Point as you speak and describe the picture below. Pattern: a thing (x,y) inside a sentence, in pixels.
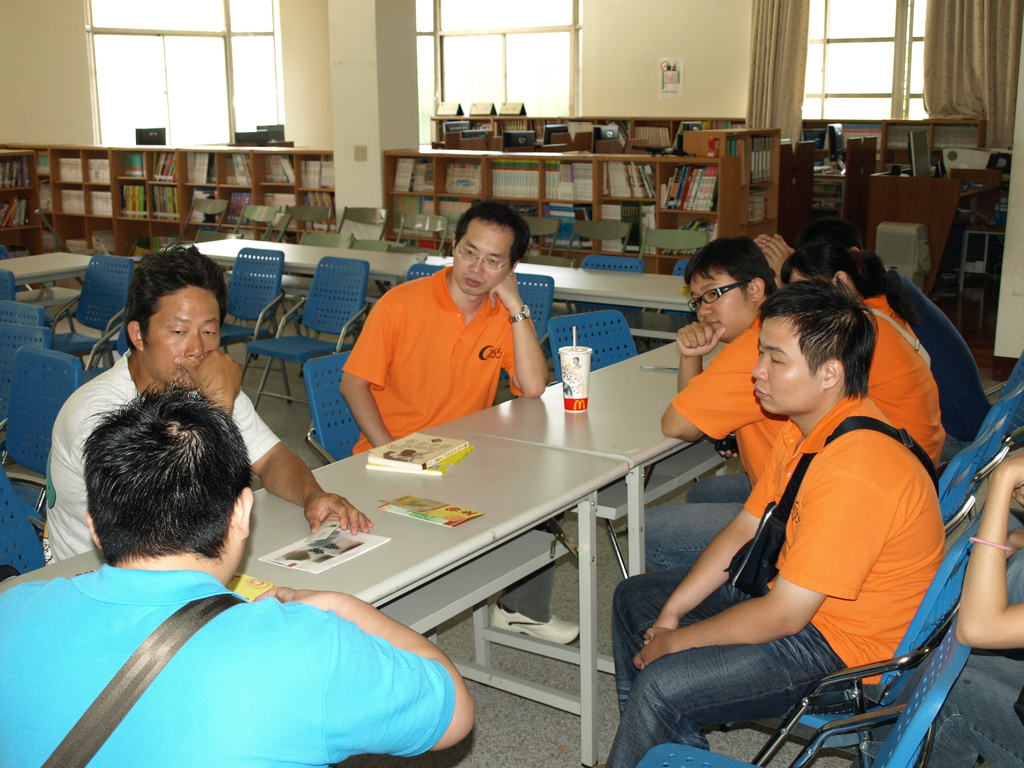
In the middle of the image (422,487) there is a table (641,416), On the table (546,422) there is a cup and there are some books (333,540). Surrounding the table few people (889,494) are sitting on the chairs (611,322). In the middle of the image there is a bookshelf (469,151). Top right side of the image (875,89) there is a window (885,23) and there is a curtain (962,16).
